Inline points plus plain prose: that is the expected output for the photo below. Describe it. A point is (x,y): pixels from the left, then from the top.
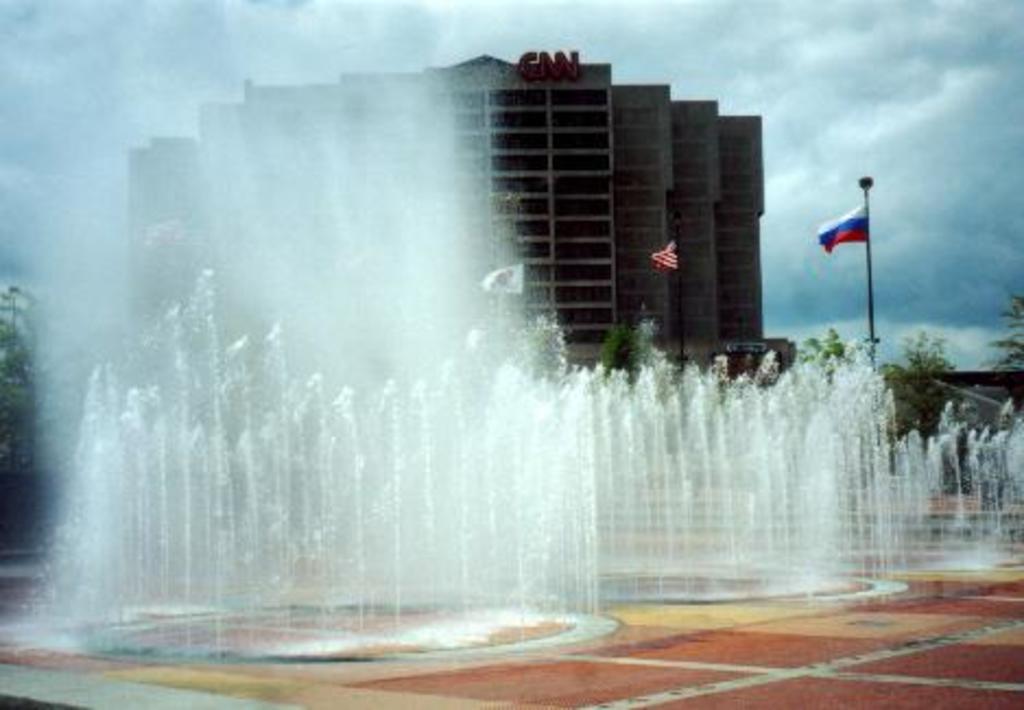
In this picture there is a building (647,108) and there are trees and flags (665,252) and there is text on the building (459,70). In the foreground (929,555) there are fountains (811,579). At the top (860,63) there are clouds (830,60). At the bottom (374,601) there is a floor (380,678) and there is water (454,646).
